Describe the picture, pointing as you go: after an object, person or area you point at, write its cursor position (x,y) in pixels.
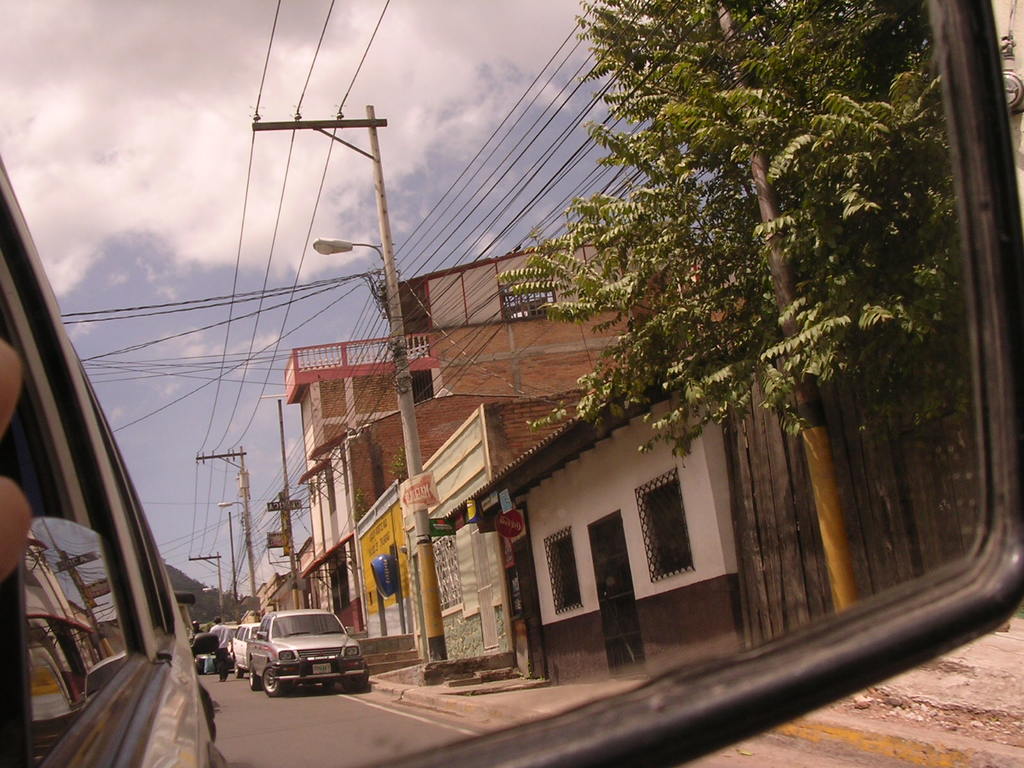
In this picture we can see a person (221,646) and vehicles (239,662) on the road (276,734), buildings (353,467) with windows (447,561), trees (743,372), wires (383,299), poles (244,528) and in the background (365,189) we can see the sky (224,208) with clouds (299,214).
